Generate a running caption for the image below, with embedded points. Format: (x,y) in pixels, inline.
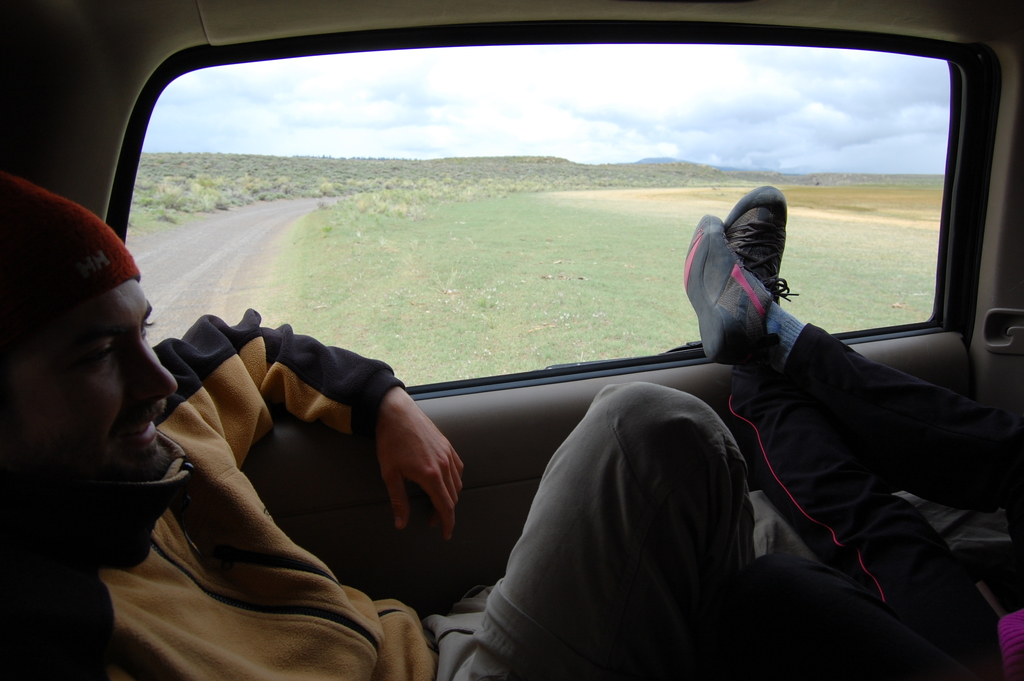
In this image there are two people (588,519) sitting inside a car (322,485), from the window (579,274) we can see the road (242,225) and grass (387,284) on the surface (386,218).
